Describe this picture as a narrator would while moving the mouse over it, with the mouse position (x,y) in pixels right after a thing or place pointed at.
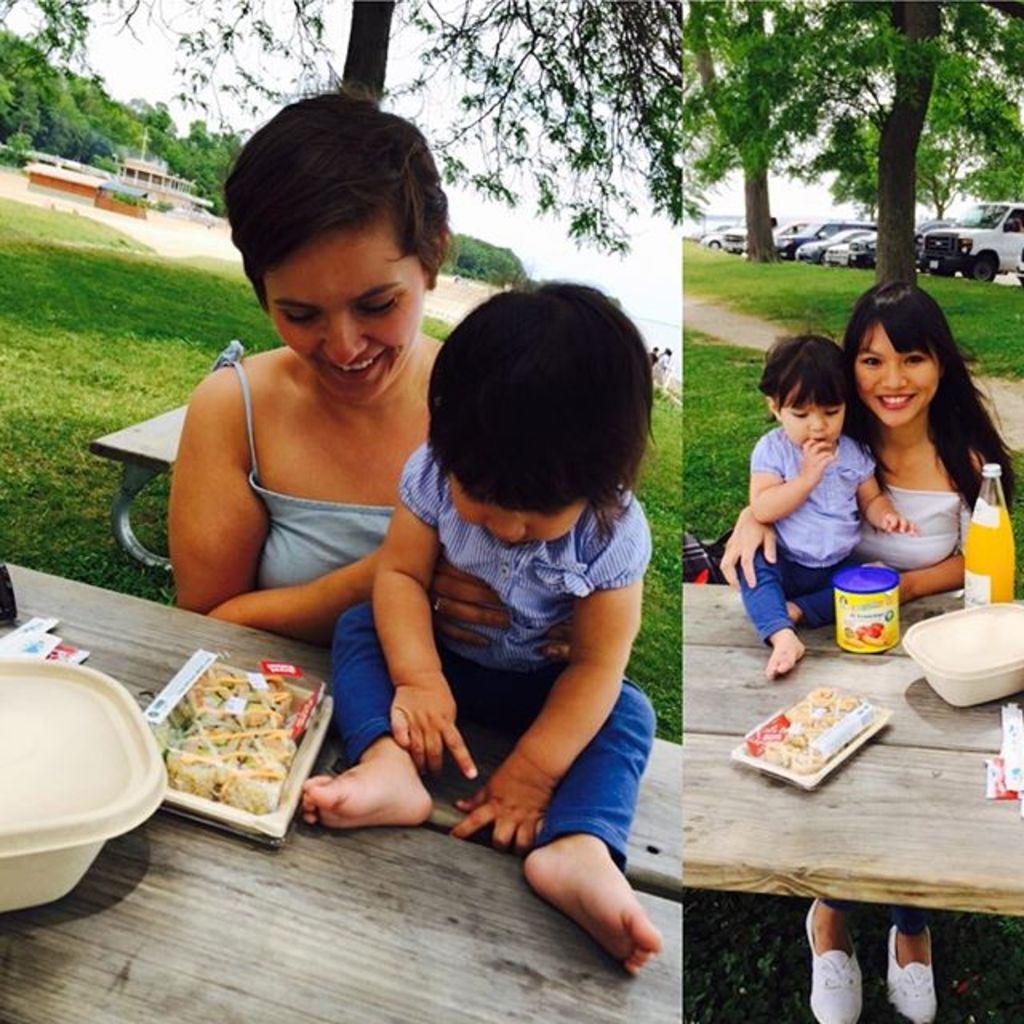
Here a woman (187,576) is sitting on the chair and a baby (339,724) is sitting on the dining table (456,881). It's a food (263,678). She is smiling behind her there is a tree (368,70) and It's a grass (133,339).
